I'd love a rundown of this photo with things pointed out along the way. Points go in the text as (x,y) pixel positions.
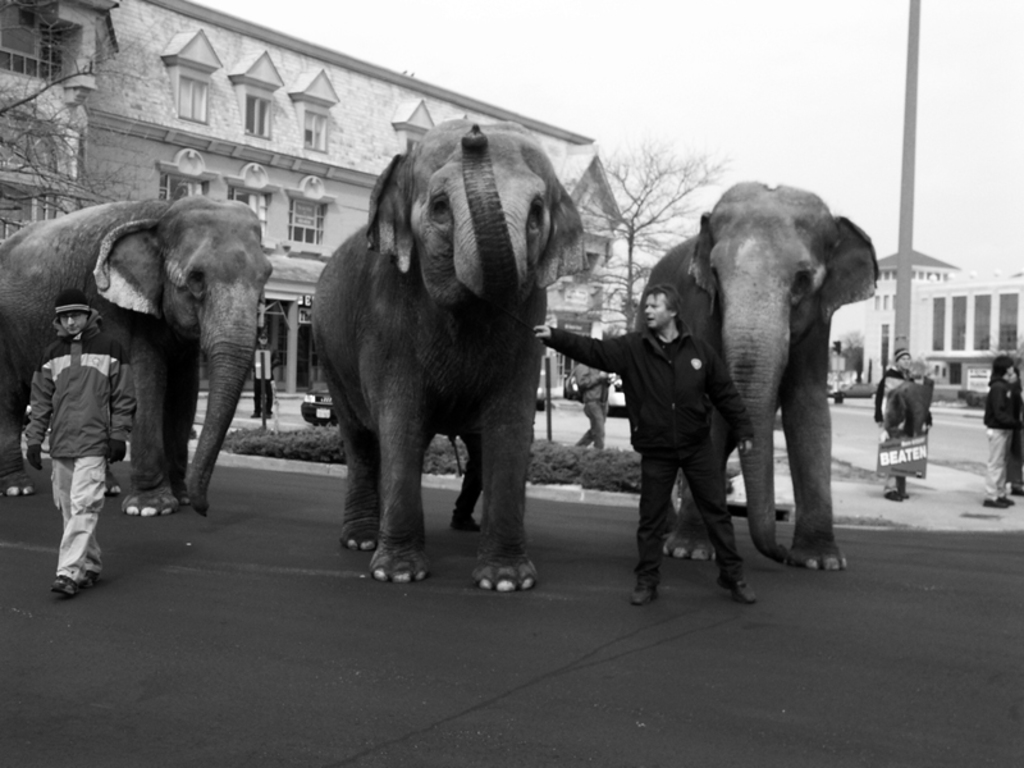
As we can see in the image there is a sky (702,65), building (313,197), dry tree (666,156) and few people (86,506) here and there and there are three elephants (420,297).
